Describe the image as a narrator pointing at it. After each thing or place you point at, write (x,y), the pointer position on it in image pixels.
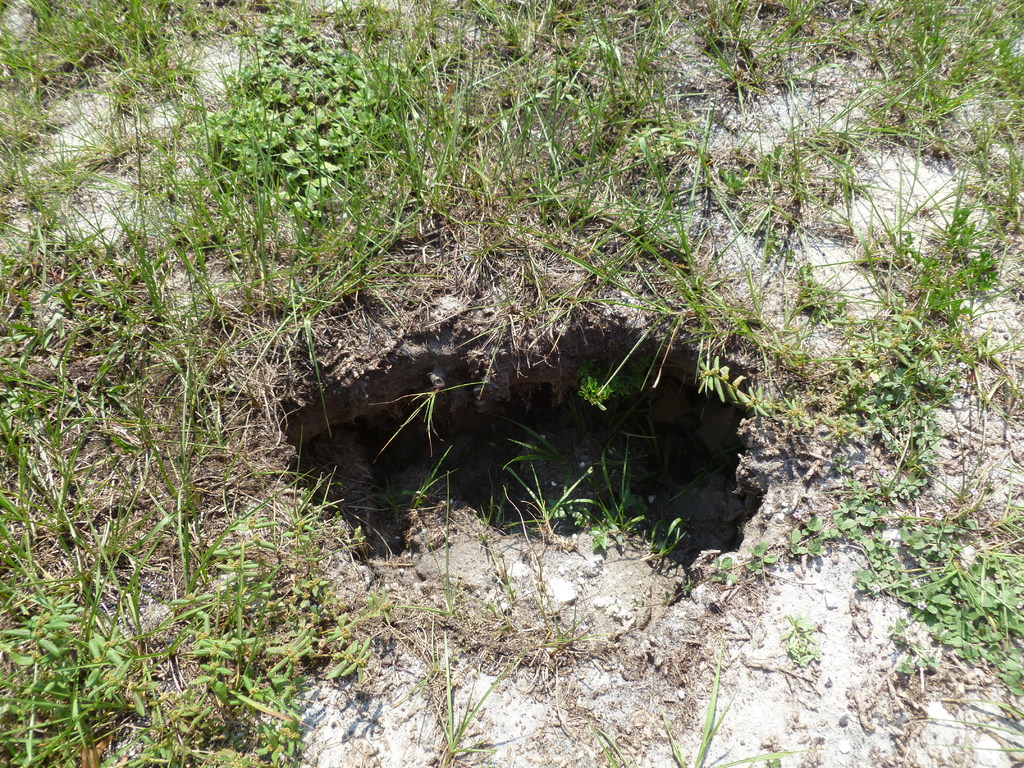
In the foreground of this picture (951,502), there is a hole (480,501) on the ground (580,549) which is surrounded by the grass (113,668).
